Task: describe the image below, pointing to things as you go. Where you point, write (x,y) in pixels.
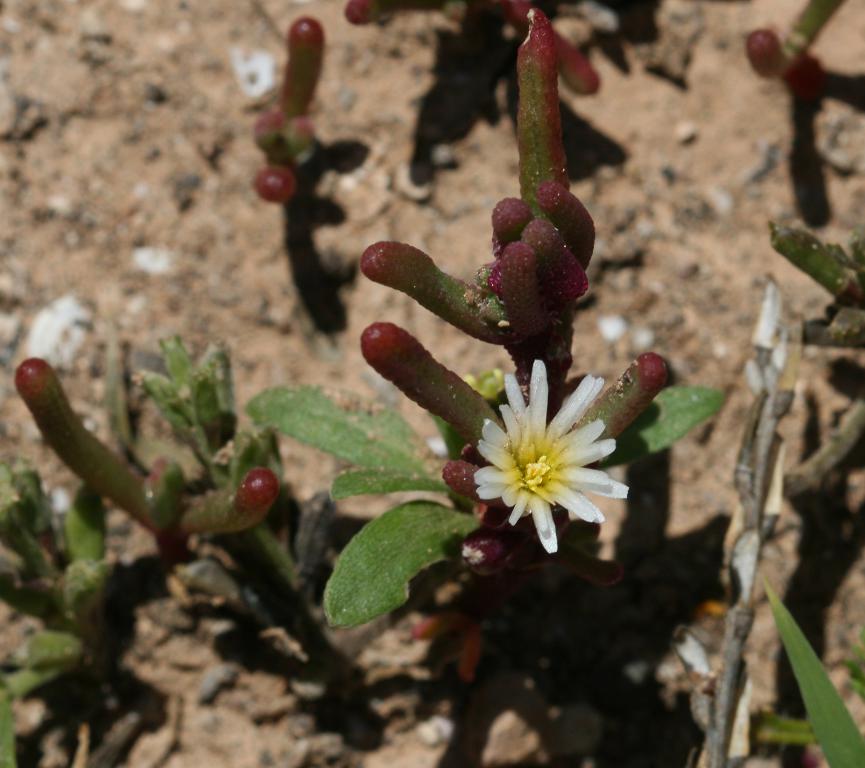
In this image I can see flowering plants (483,531) on the ground (663,553). This image is taken may be in a farm (434,438) during a day.
